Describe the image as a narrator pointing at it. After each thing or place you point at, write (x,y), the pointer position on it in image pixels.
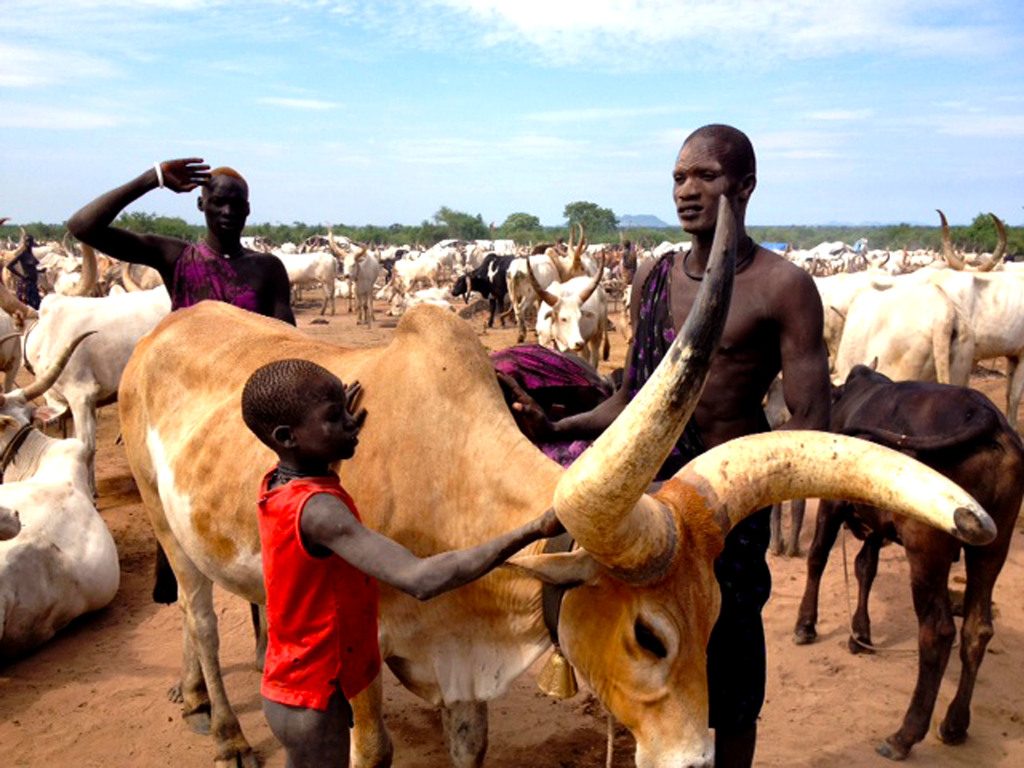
This image is taken outdoors. At the top of the image (163,101) there is a sky (382,93) with clouds (569,115). In the background (403,229) there are many trees (61,235) and plants (962,237). At the bottom of the image (95,709) there is a ground (807,659). In the middle of the image (342,507) there are a few men (231,218) and there are many cattles (927,276).
